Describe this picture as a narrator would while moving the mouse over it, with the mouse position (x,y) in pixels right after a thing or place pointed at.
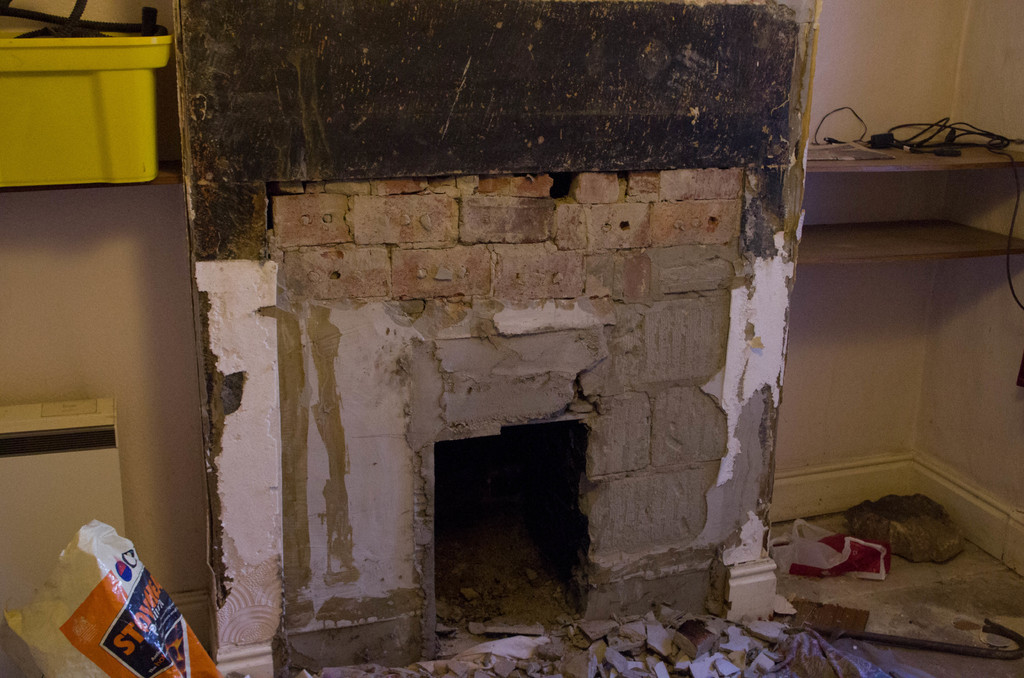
In this image we can see walls (616,613), container (146,78), cables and a polythene bag (125,554) on the floor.
